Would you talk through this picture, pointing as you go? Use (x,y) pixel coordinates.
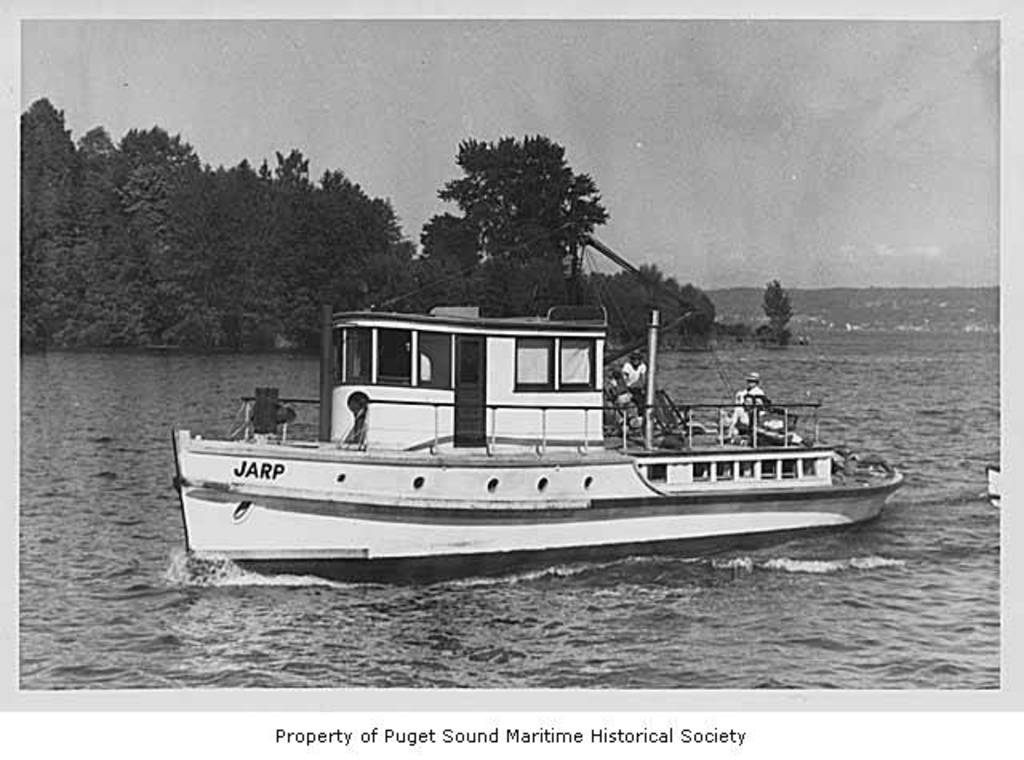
In the image in the center (392,298) there is a paper (258,413). On the paper (551,420), we can see sky (871,273), clouds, trees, hill (884,296), water (903,389) and one boat (503,559). On the boat (381,436), we can see few people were sitting.
